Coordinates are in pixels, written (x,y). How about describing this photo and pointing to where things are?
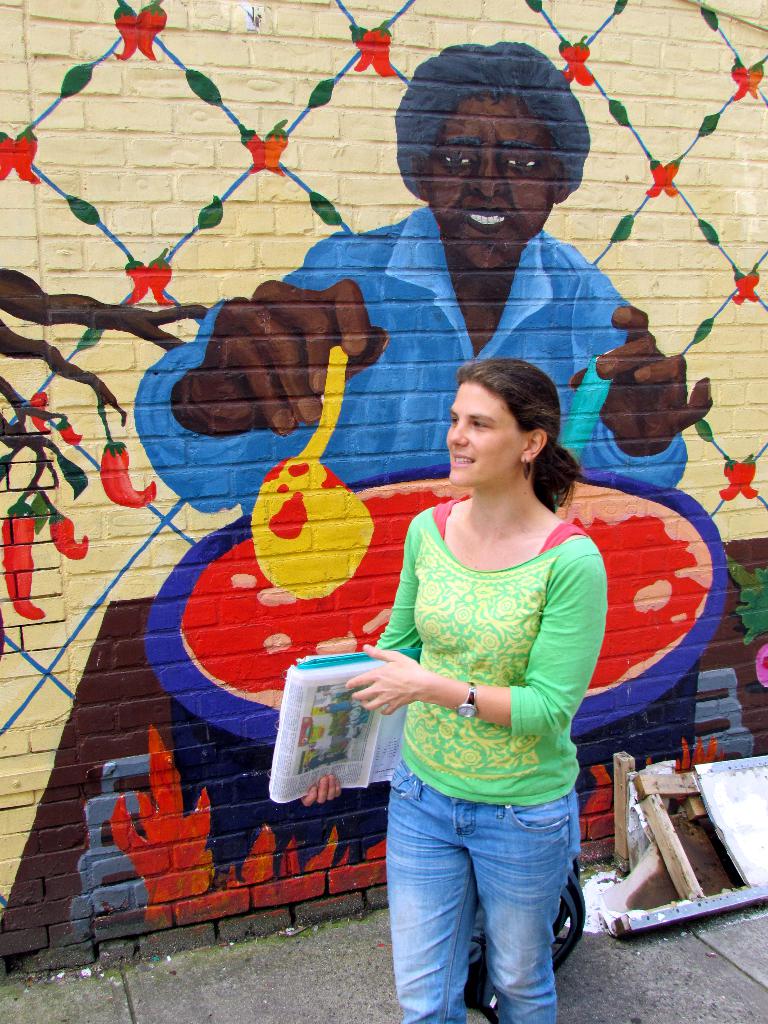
In this image we can see a woman (337,780) is standing on the ground (242,1001), and smiling, and holding papers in the hand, there is a wall painting (343,436), and there are some objects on the ground (29,993).
